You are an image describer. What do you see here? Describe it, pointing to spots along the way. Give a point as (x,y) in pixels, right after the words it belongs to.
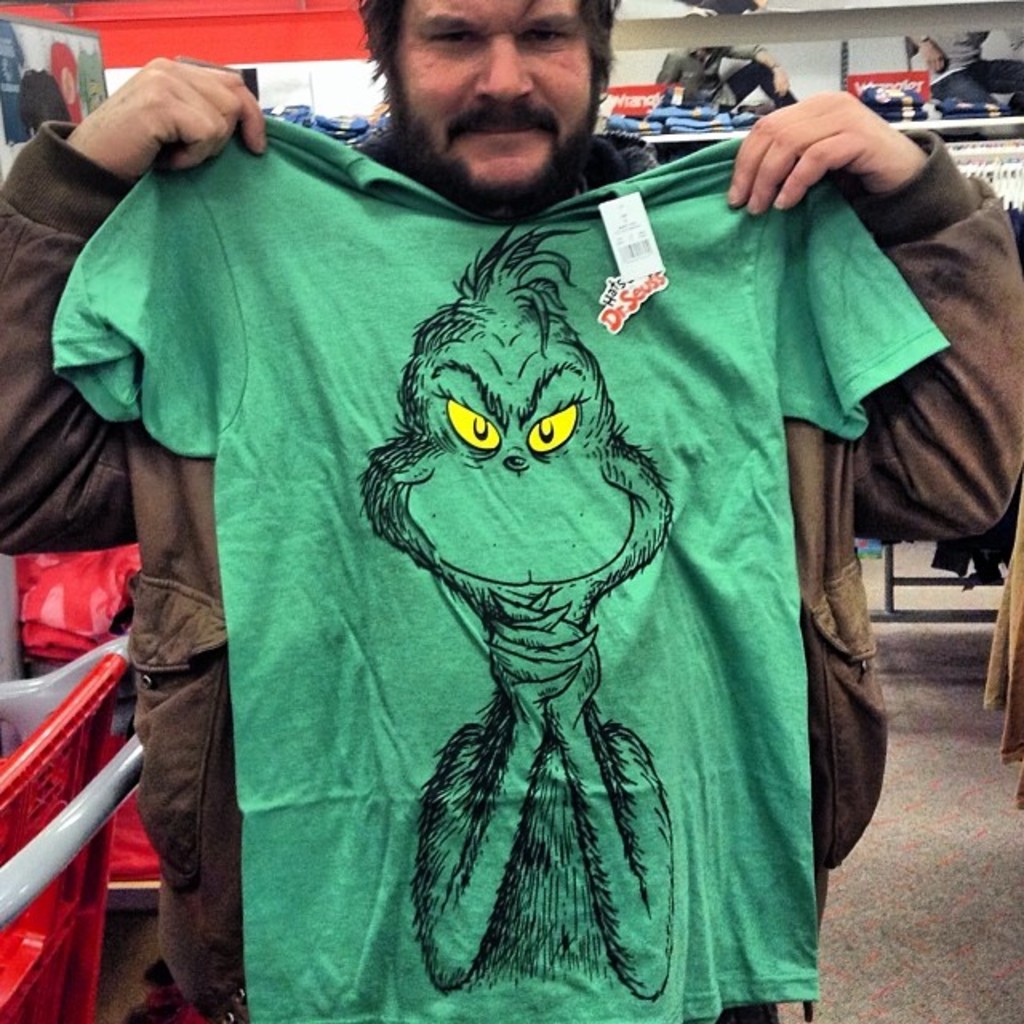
There is a man (573,92) standing and holding a t shirt (479,344), beside him we can see red object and rod (128,771). In the background (314,120) we can see clothes (750,116) in racks (1004,121), clothes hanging on stand (887,587), wall (237,10), floor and posters (773,53).
